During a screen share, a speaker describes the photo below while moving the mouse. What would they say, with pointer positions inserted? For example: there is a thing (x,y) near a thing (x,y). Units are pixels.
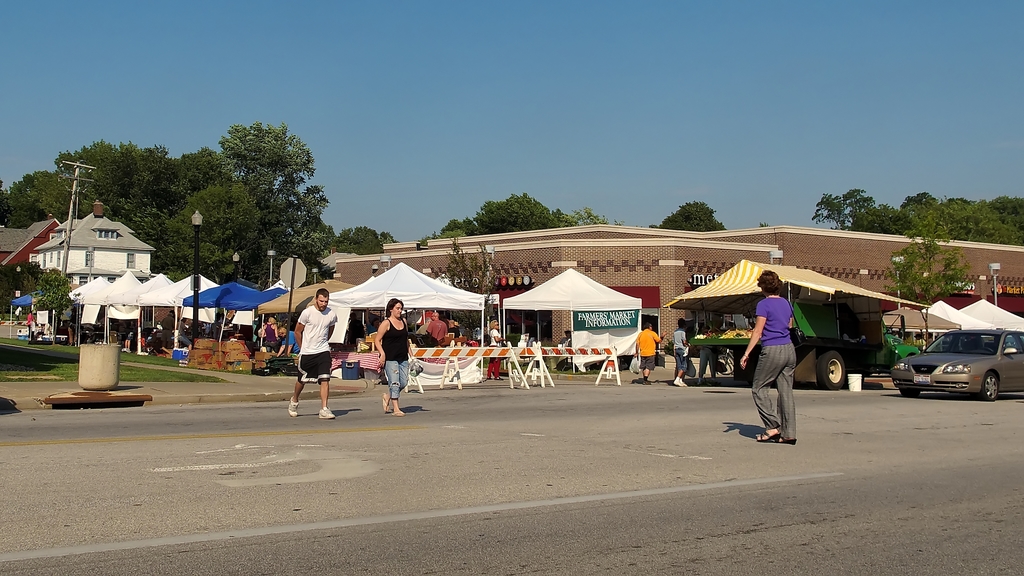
In the middle of the image (639,369) few people (765,274) are standing and walking on the road (946,480). Behind them we can see some vehicles (805,317), tents (590,297), fencing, houses (148,270), poles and trees (11,220). At the top of the image (968,11) we can see the sky (7,25).
